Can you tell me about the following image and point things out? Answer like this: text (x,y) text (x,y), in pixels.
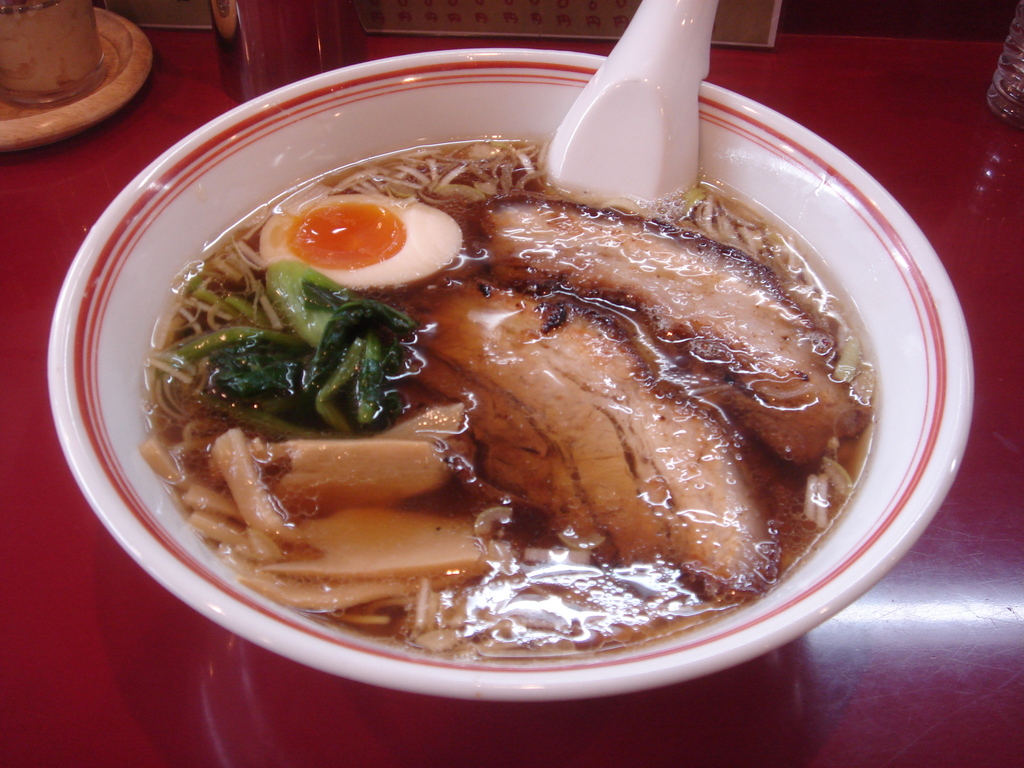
On the table (514,712) we can see cup (17,46), saucer (107,72) and bowl (786,592). In that bowl (798,161) we can see half egg (366,262), cabbage (361,344), onion pieces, meat (710,319), water (561,303) and other objects (692,163). At the top (490,35) there is a paper (529,16). In the top right corner (1004,62) there is a water bottle (993,103).
